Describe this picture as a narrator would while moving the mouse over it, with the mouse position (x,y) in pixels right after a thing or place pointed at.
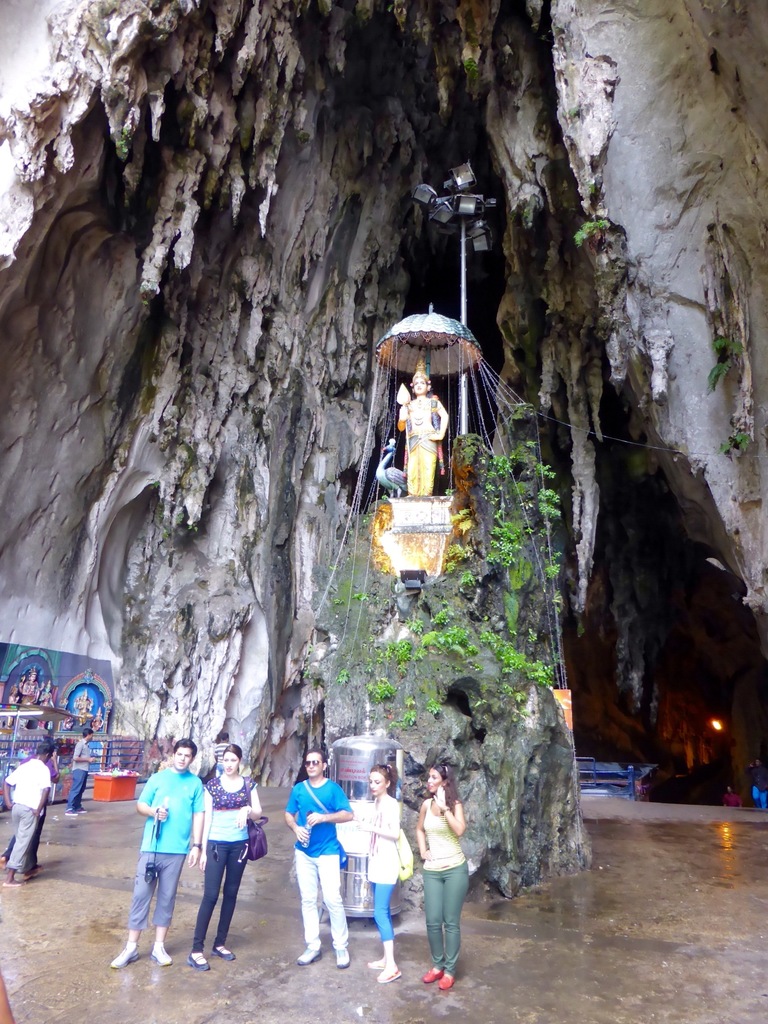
In this image there are five persons (327,849) standing, in the background (385,683) there is a rock (535,831), on that rock (465,795) there is a statue (422,450), on above that there is cave (719,573).
